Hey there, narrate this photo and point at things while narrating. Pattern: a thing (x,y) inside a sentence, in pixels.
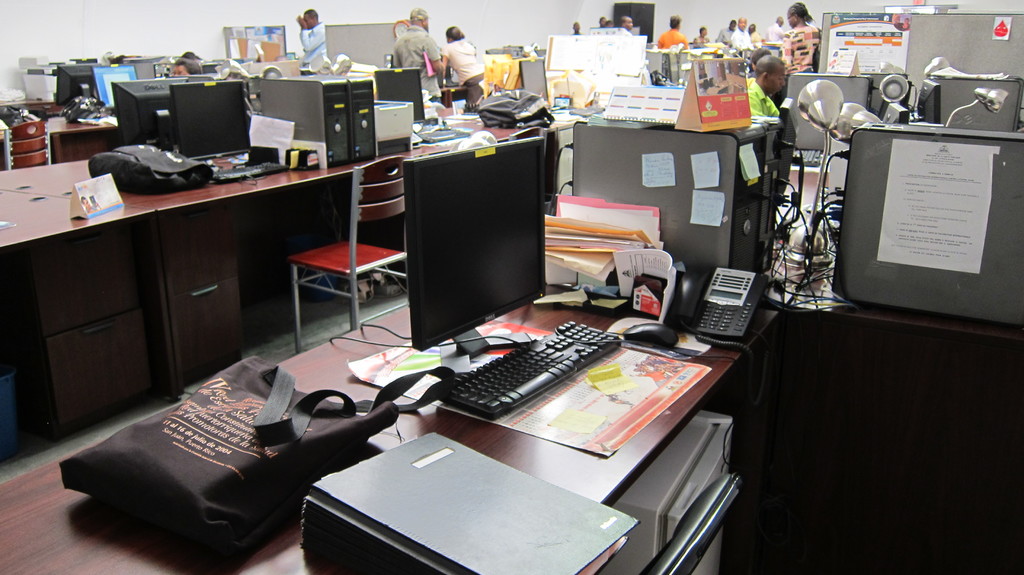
In this image we can see monitor (494,260), keyboard (571,345), mouse (637,336), file (385,482), table (762,317), chair (340,273), lights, persons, sticky notes (653,159), cloth (519,128), bag (160,166), calendars (631,99) and wall (479,29).
